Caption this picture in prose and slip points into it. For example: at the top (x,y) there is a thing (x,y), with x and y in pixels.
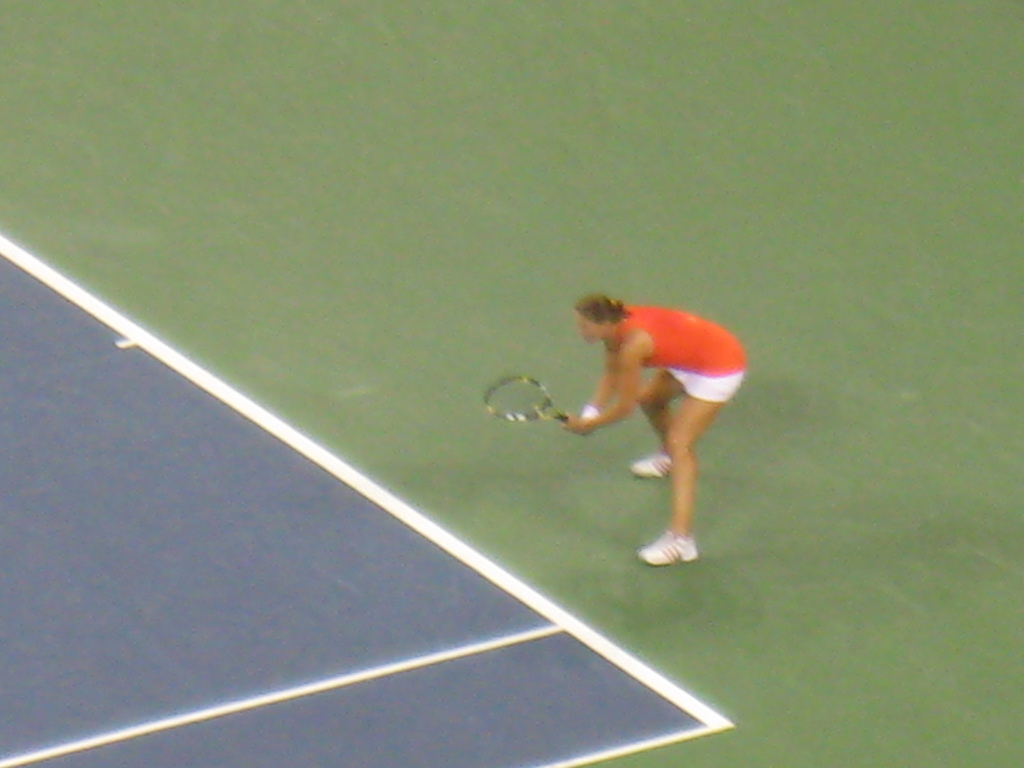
In the image there is a person (606,418) playing tennis, she is holding the tennis racket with her both hands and standing in a squatting position.
